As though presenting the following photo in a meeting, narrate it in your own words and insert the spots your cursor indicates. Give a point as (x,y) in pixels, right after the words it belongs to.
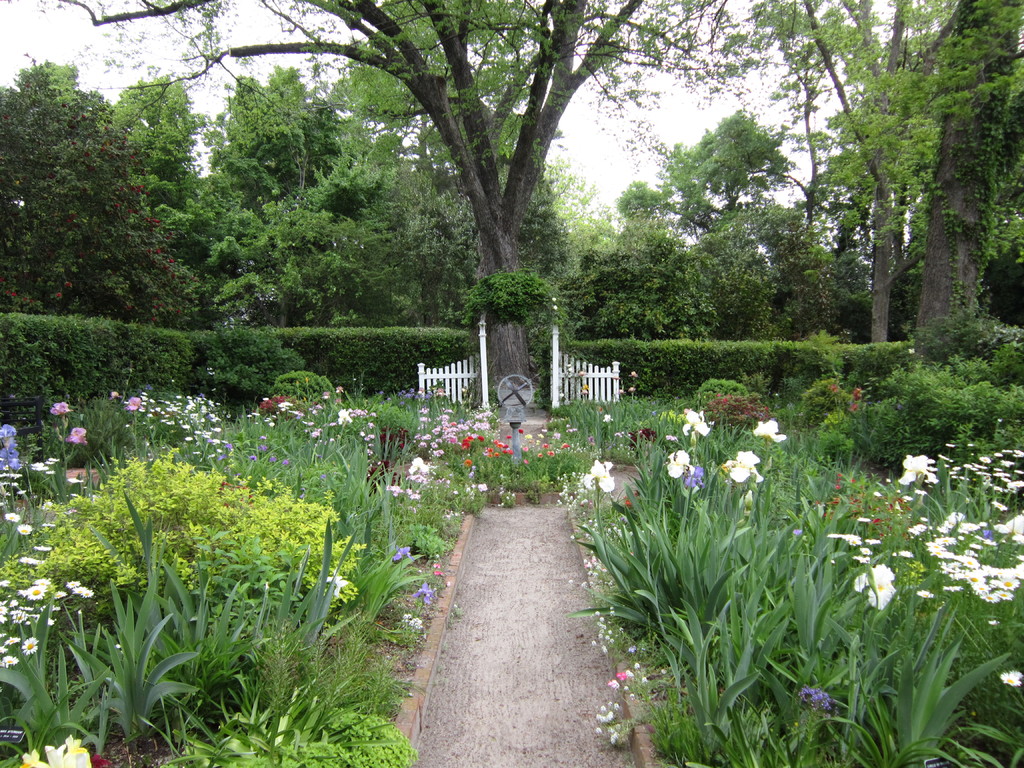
In this picture we can see white color wooden fencing (485,378) near to the tree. On the bottom (223,625) we can the flowers (985,592), plants (677,561) and grass (981,611). In the background (95,215) we can see many trees (781,265). Here it's a sky (598,133).
